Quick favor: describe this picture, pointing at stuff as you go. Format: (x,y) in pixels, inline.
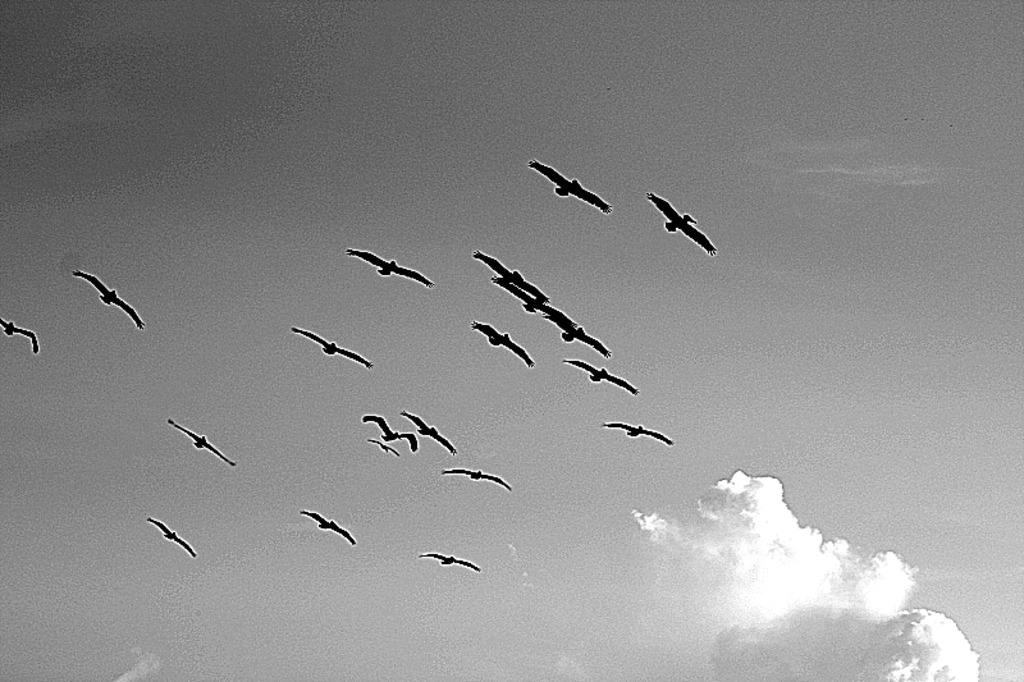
Here in this picture birds (373,260) flying in the sky (354,288) and we can see clouds (736,515) in the sky (369,370) over there.
